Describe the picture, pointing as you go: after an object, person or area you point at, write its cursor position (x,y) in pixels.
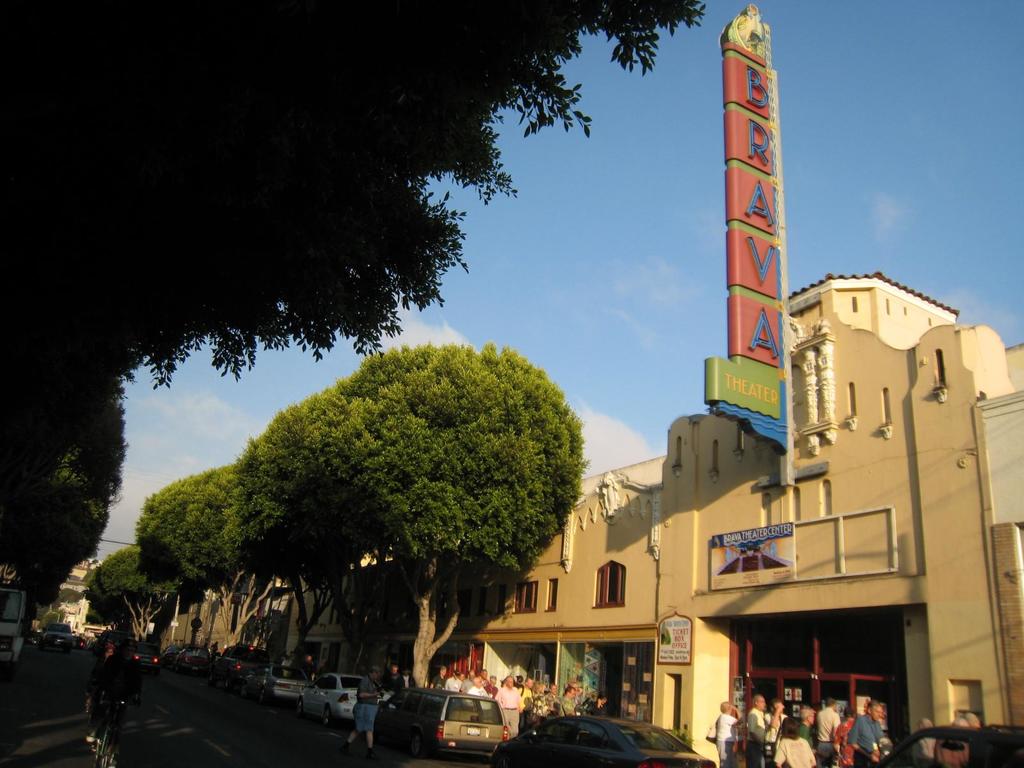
This image is taken outdoors. At the top of the image (620,206) there is a sky (928,110) with clouds (223,425). At the bottom of the image (147,746) there is a road (80,698) and on the road (215,714) a few cars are moving and a few are parked on the road (289,716). On the left side of the image (87,105) there are many trees (445,565) and buildings (59,597). On the right side of the image (870,352) there are a few buildings (1018,695) with walls (648,579), windows (622,576), doors (779,667) and a few boards (761,427) with text (769,341) on them. There are many people (778,729) on the ground (59,698) a few are walking and a few are standing.
